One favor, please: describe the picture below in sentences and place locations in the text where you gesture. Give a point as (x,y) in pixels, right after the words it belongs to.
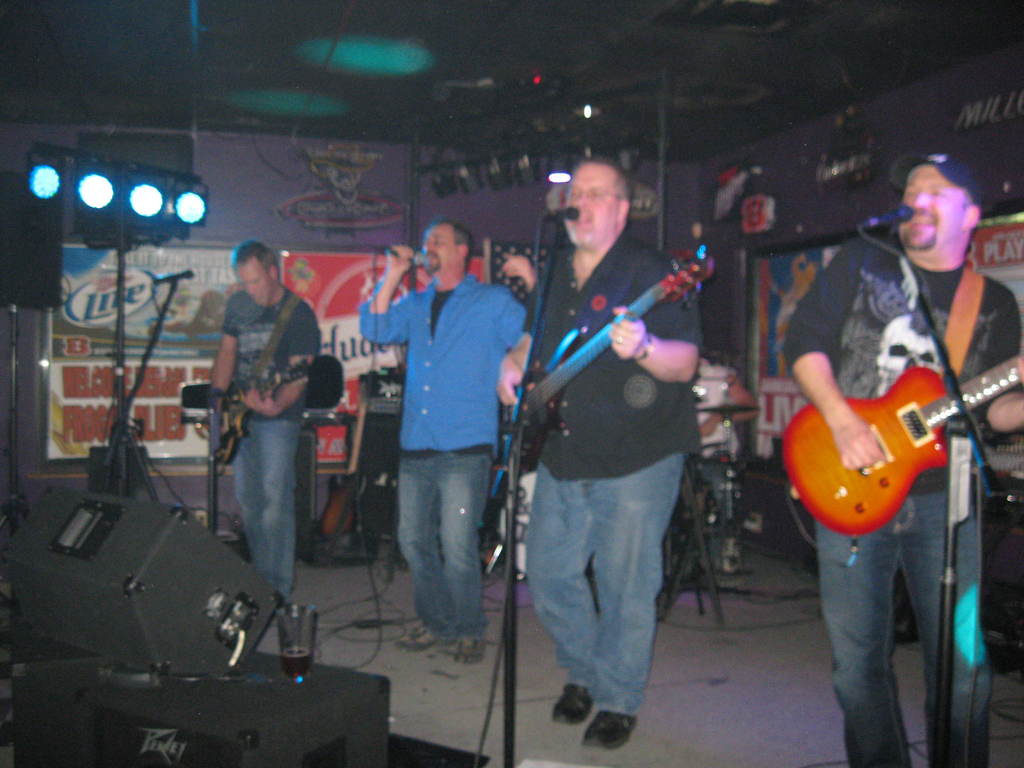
In this image I see 4 men (972,210) in which these 3 (263,314) are holding guitars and all of them are in front of the mic (910,210) and this man (438,424) is holding a mic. In the background (387,421) I can see another musical instrument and I see lights (197,179) and few equipment (210,409) over here.
